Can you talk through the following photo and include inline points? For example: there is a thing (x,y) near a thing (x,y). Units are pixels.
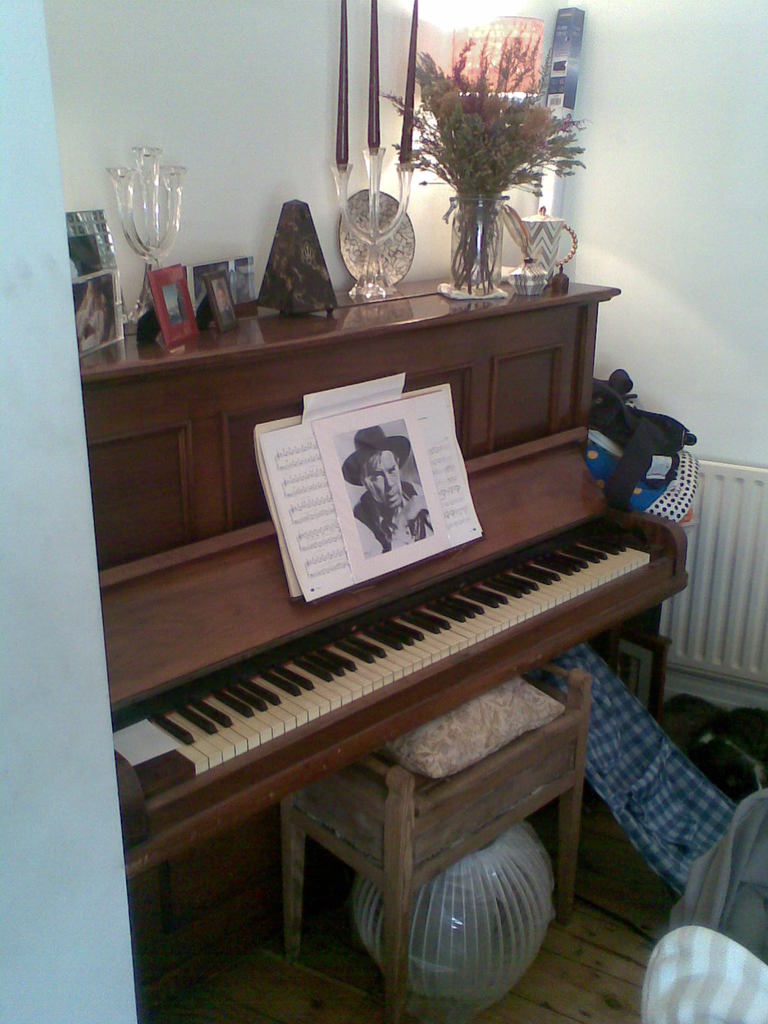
In this image I can see a piano (378,319) on which photo frame (228,319), flower vase (465,229) and decorative items (158,244) are kept. In front of that a keyboard (515,494) is there on which poster (349,486) is kept. The background walls (670,116) are white in color. In the middle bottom a stool (412,821) is there on which cushion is kept and clothes (707,871) are visible. This image is taken inside a room (653,908).
